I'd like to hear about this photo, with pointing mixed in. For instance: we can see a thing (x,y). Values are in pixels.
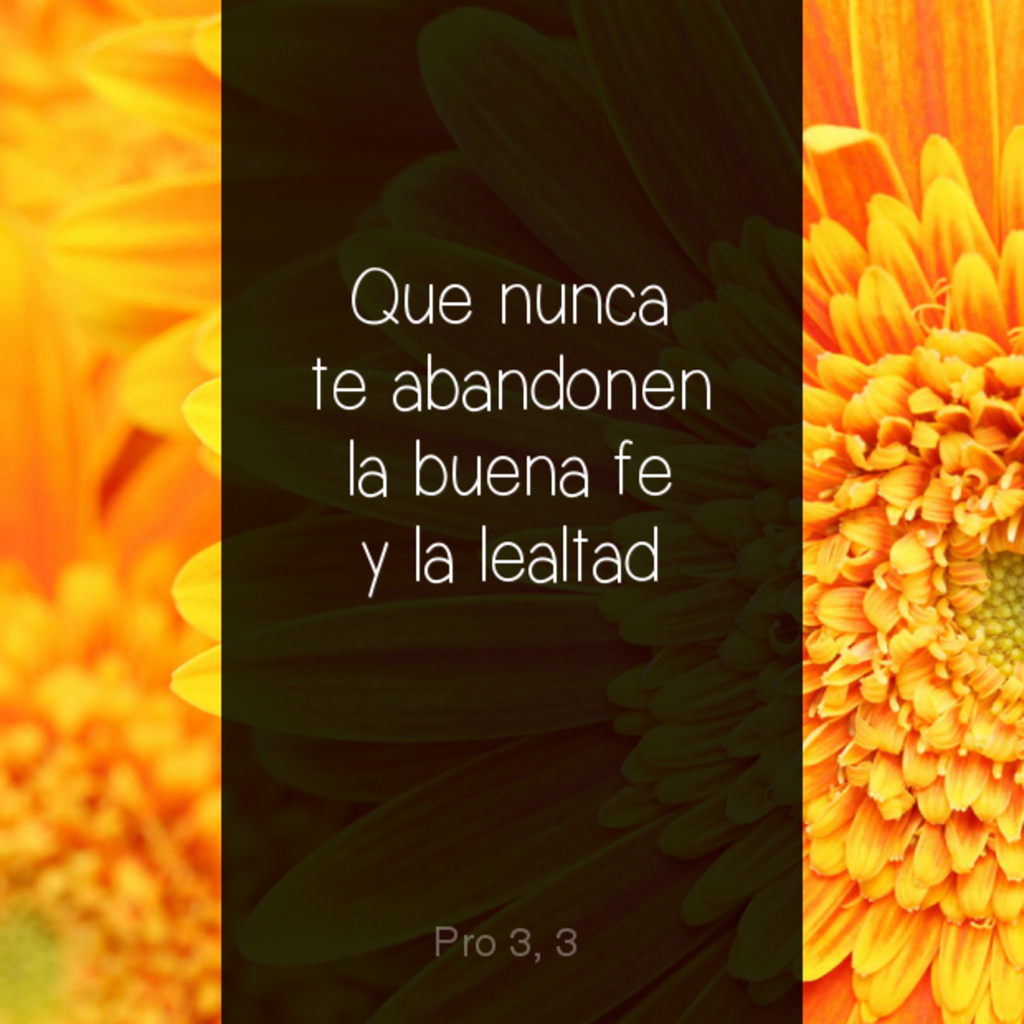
In this picture I can see a poster (684,356) with some text (710,389) in the middle (594,504) and at the bottom of the picture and I can see couple of flowers (768,569) on the left (67,486) and right side of the picture (851,554).
